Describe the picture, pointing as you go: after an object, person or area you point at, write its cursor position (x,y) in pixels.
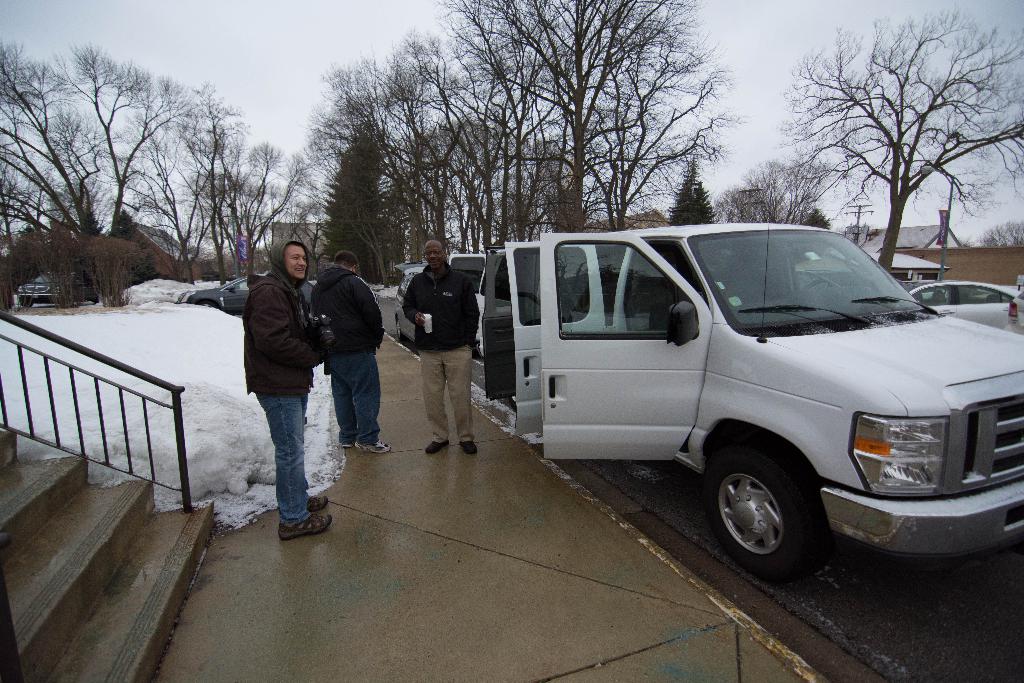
In this picture, we can see three people (443,311) are standing on the path (399,398) and on the left side of the people (339,422) there are steps (106,528), fence (64,426) and snow (223,356). On the right side of the people (423,328) there are vehicles (616,338) on the road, trees (78,230), pole (856,215) and a sky (729,81).
